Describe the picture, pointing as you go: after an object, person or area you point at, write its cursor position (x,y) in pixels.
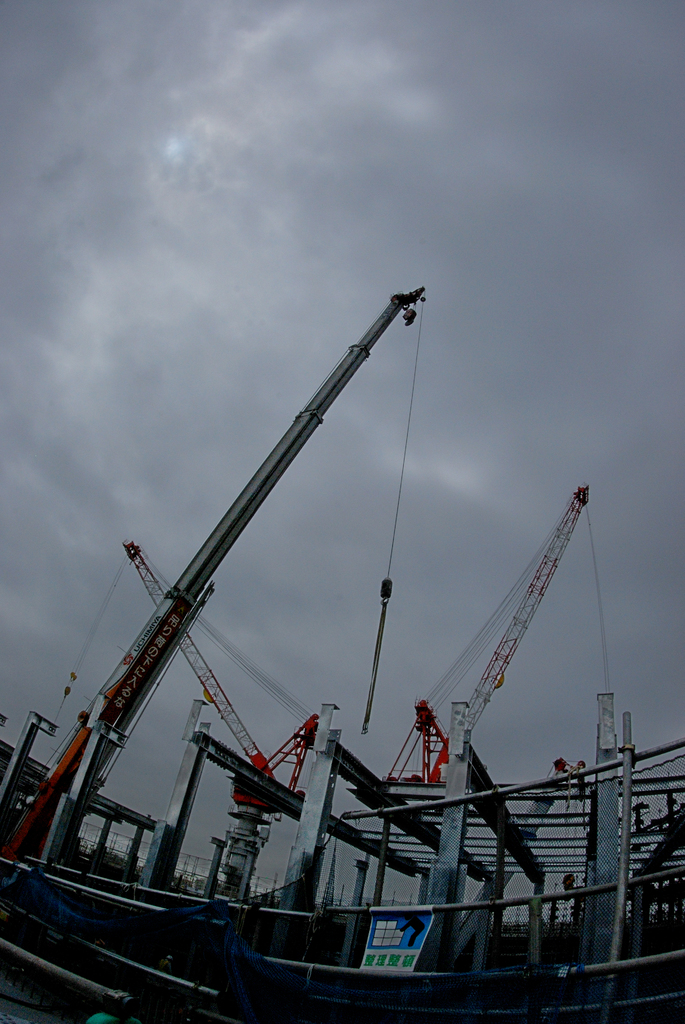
In this image there are cranes (120,726), rods (381,798) and there is a poster (407,940) on the rod (270,959). In the background of the image (261,214) there is sky (255,145).
